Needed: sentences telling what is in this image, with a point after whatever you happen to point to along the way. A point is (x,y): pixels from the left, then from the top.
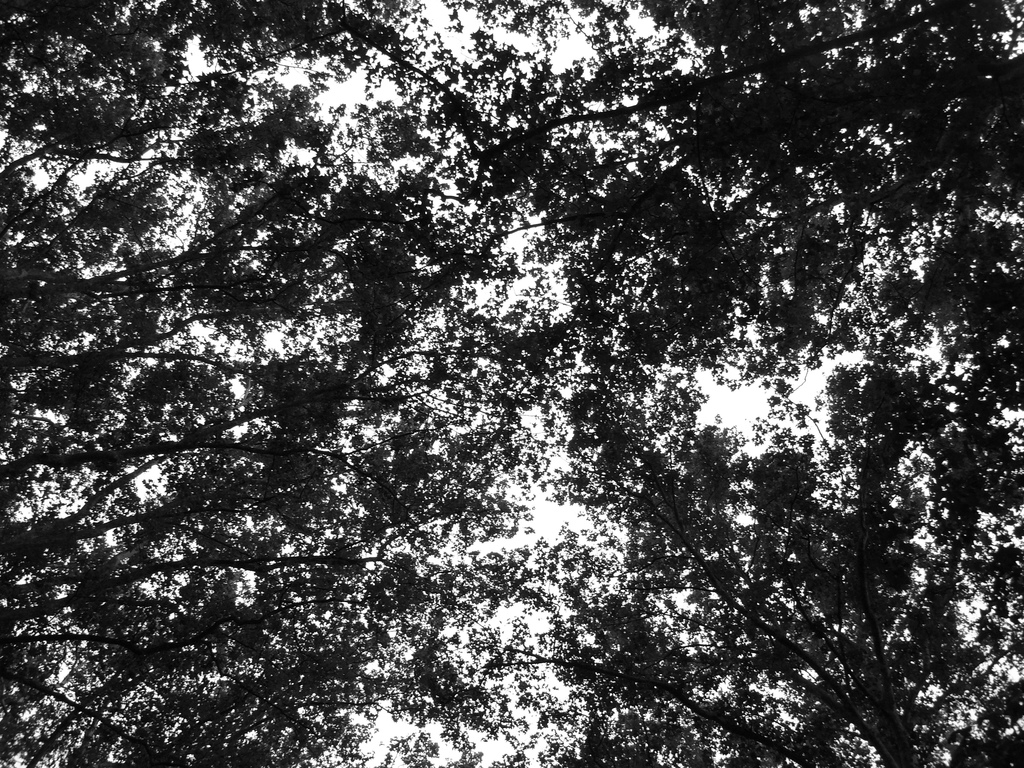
In this image I can see number of trees (655,266) and in the background (701,379) I can see sky (462,634).
